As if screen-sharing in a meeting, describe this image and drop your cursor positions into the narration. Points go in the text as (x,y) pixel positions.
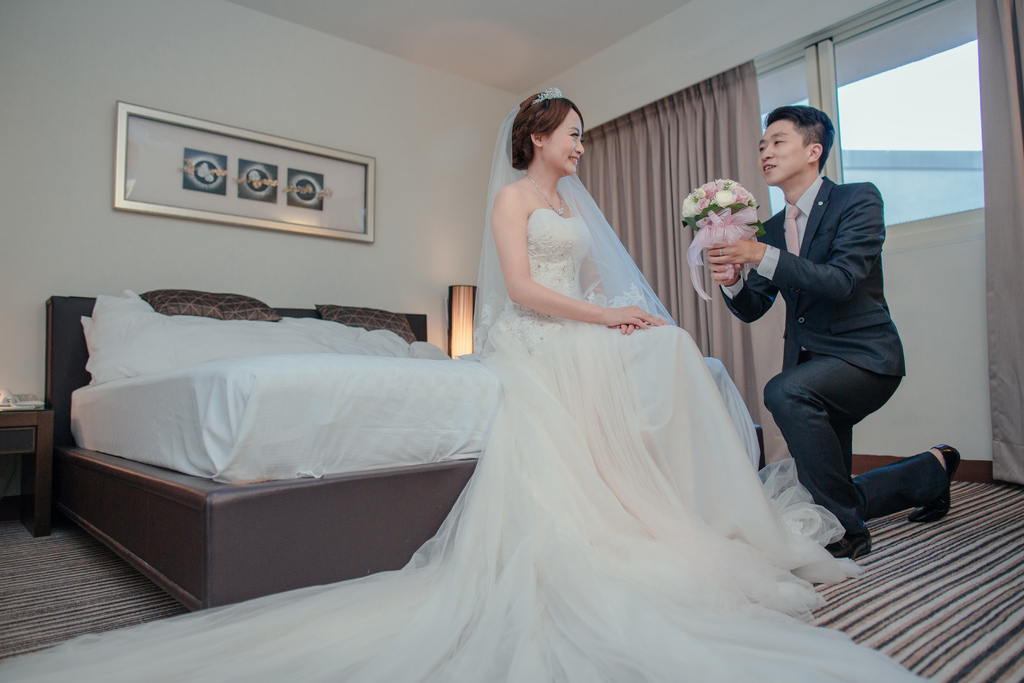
In this image i can see a woman (577,365) in a bride dress (572,395) sitting on the bed (362,393), and to the right of the image (798,352) i can see a man (855,288) wearing a white shirt (787,202) and blue blazer (827,308) and black shoe (927,507), kneeling down with a flower bouquet (694,273) in his hand (745,248). In the background (443,70) i can see the wall (406,109), the ceiling (534,15), the curtain (671,190), the window (880,136), few pillows (275,316) on the bed (285,335) and the lamp (464,312), through the window (878,101) i can see the sky (918,115).
